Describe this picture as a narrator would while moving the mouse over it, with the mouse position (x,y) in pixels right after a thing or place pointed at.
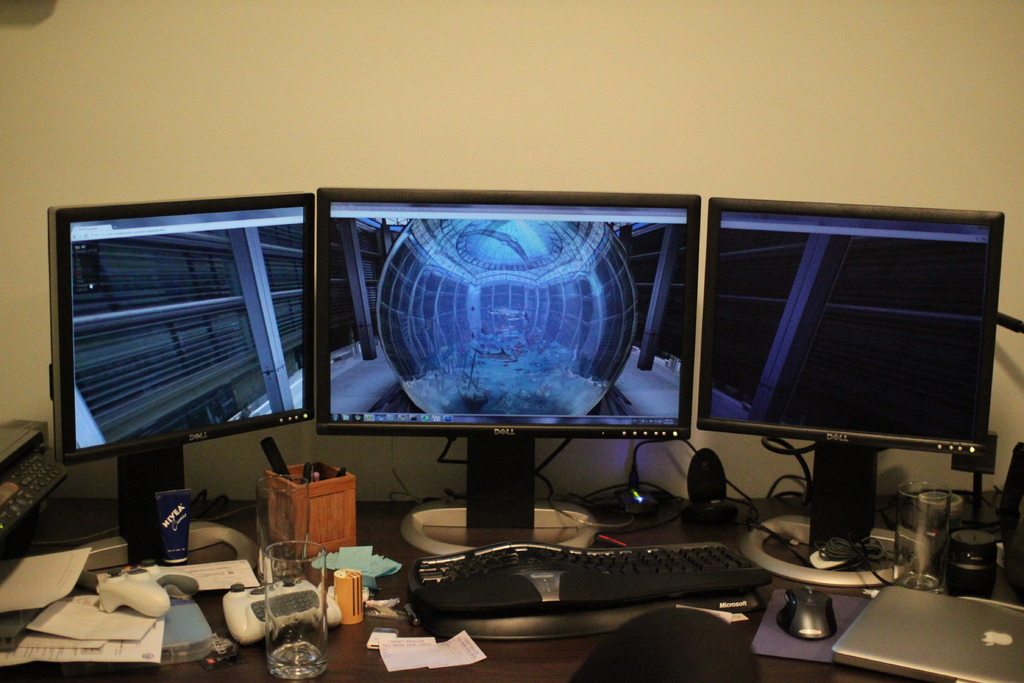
In the image we can see there is table (626,541) on which there are three monitors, there is a pen stand (324,501), video player controller remote (256,605), glass (279,612), paper slips (117,650), keyboard (623,583), mouse (803,621), laptop (869,639) and glass (937,564) of water (914,551).
